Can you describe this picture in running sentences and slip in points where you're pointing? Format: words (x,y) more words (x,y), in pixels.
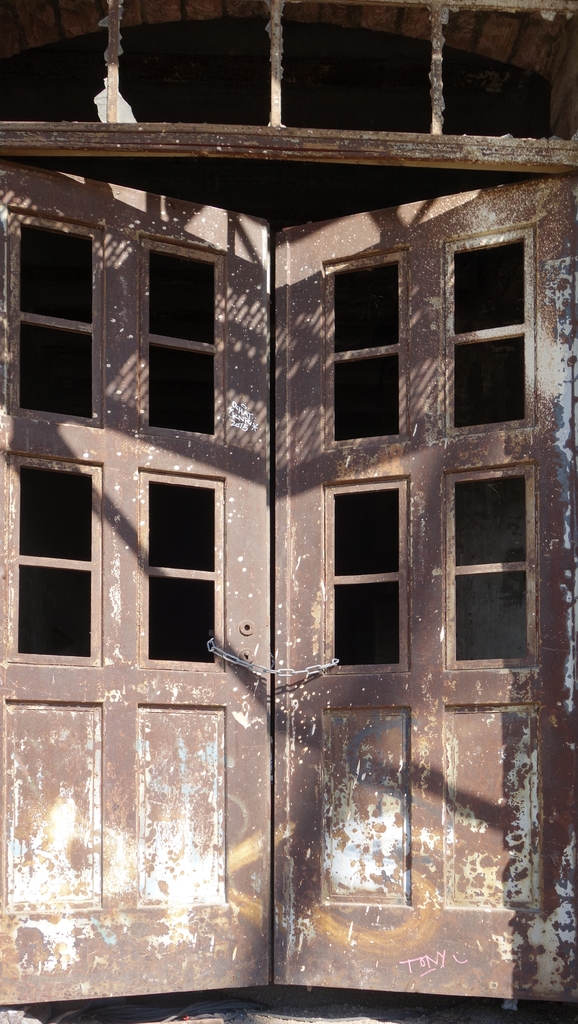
In this image in the front (239,371) there is a door (263,471). On the top (324,79) there is a window (353,92).
